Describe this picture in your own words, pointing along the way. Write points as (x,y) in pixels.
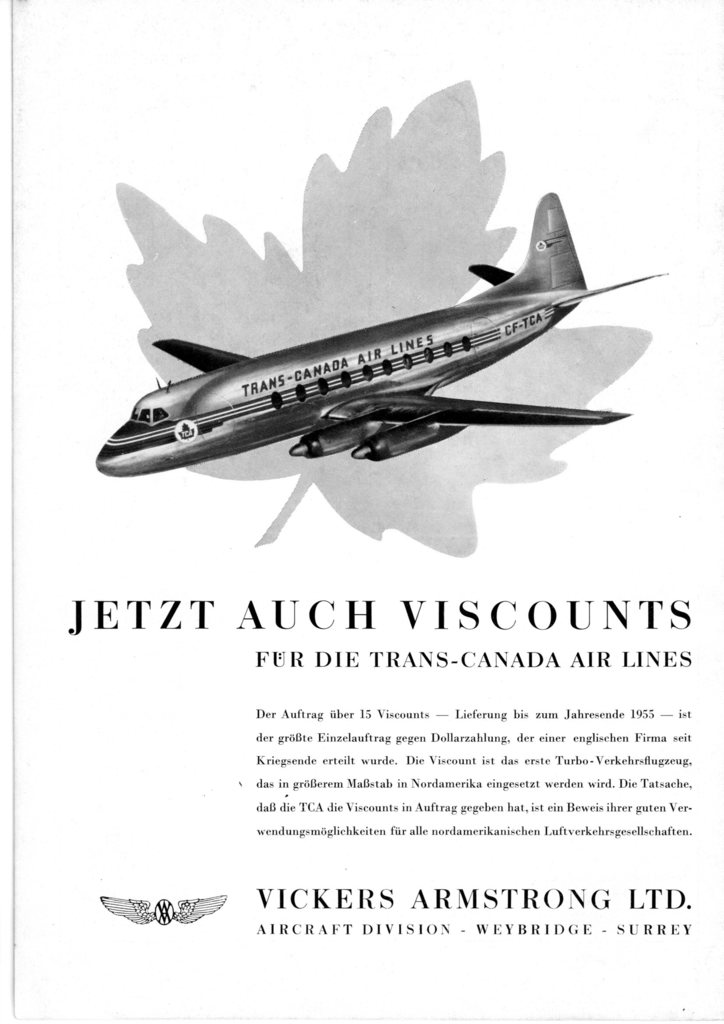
This is an edited image in which there is some text (457,755) written and there is the image of an airplane (304,390).
